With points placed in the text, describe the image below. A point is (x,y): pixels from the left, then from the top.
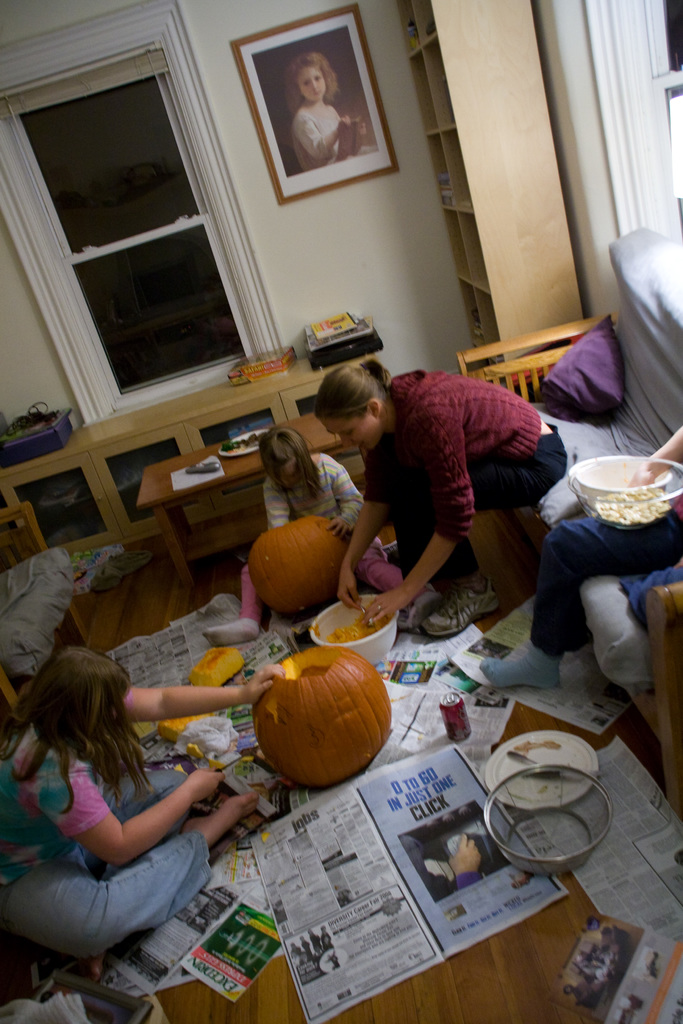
In this image there are group of persons (455,558) who are doing some work and at the background of the image (294,249) there is a painting (363,161) attached to the wall (309,277).
